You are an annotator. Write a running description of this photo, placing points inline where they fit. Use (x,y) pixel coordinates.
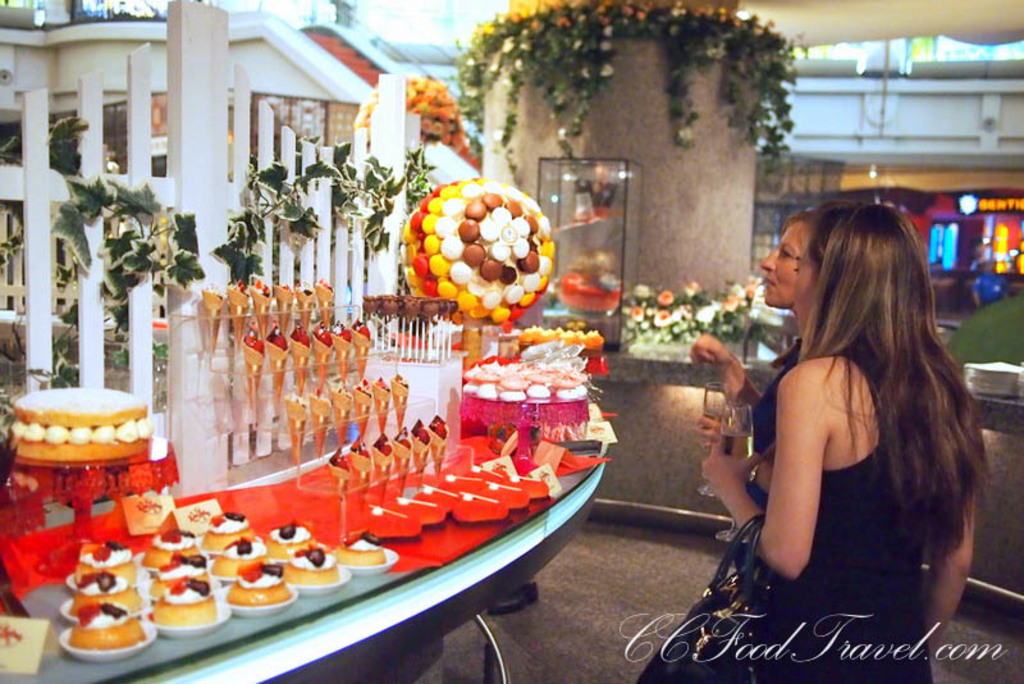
In this picture we can see two women (712,349) holding glasses (734,429) with their hands (710,477) and in front of them we can see food items (519,397), flowers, leaves (492,80) and in the background (947,93) we can see buildings (20,68) with windows (106,126).
